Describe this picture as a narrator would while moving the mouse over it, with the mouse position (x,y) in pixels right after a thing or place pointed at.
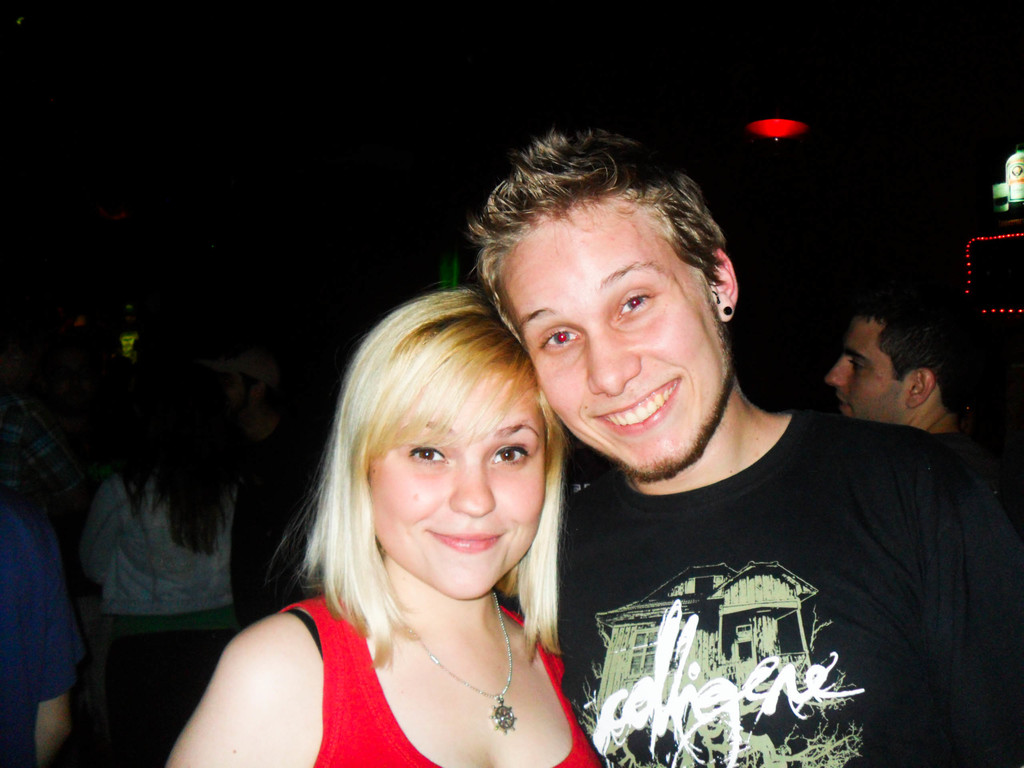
In this picture we can see a woman (520,452) and man (722,761) standing together and they are smiling. She has a blonde hair (383,380). And on the left side of the picture (132,573) some people (134,472) are standing together. Even in the right side of picture (852,339) there is a man (894,393). And on the background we can see a red colored light (774,141).
